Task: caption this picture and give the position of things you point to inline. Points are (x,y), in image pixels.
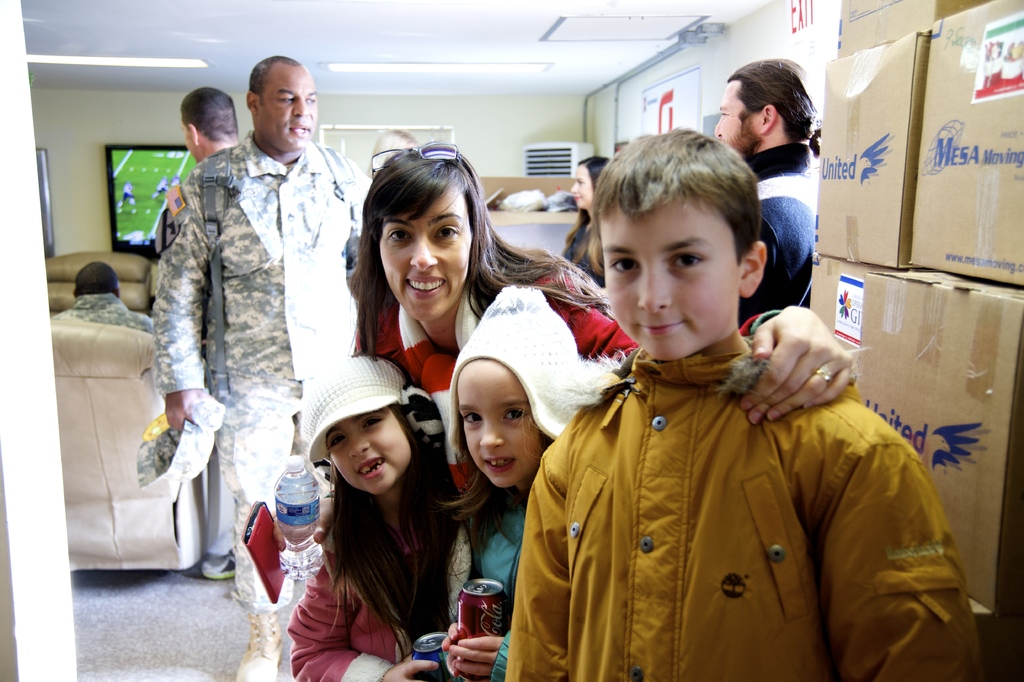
This image is clicked inside a room (24,129). There are some persons (325,458) in the middle (662,263). There are sofas (65,428) on the left side (102,368). There is a tv (141,171) on the left side (137,235). Some are wearing military dresses (166,338). There are boxes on the right side (853,130). There are lights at the top (529,62).
